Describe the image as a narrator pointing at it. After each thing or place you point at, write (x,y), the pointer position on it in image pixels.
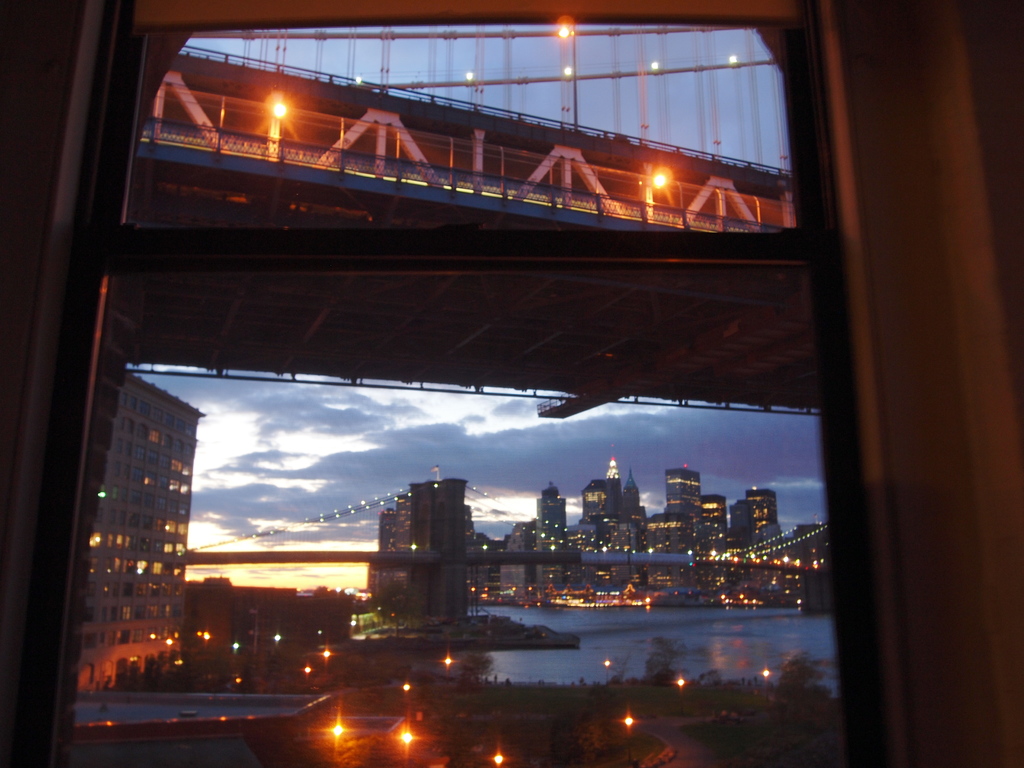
In this picture there are buildings (740,520) in the center of the image (670,506) and there is water (608,623) at the bottom side of the image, there is a bridge (363,124) at the top side of the image (363,124), it seems to be the picture is captured during night time.
